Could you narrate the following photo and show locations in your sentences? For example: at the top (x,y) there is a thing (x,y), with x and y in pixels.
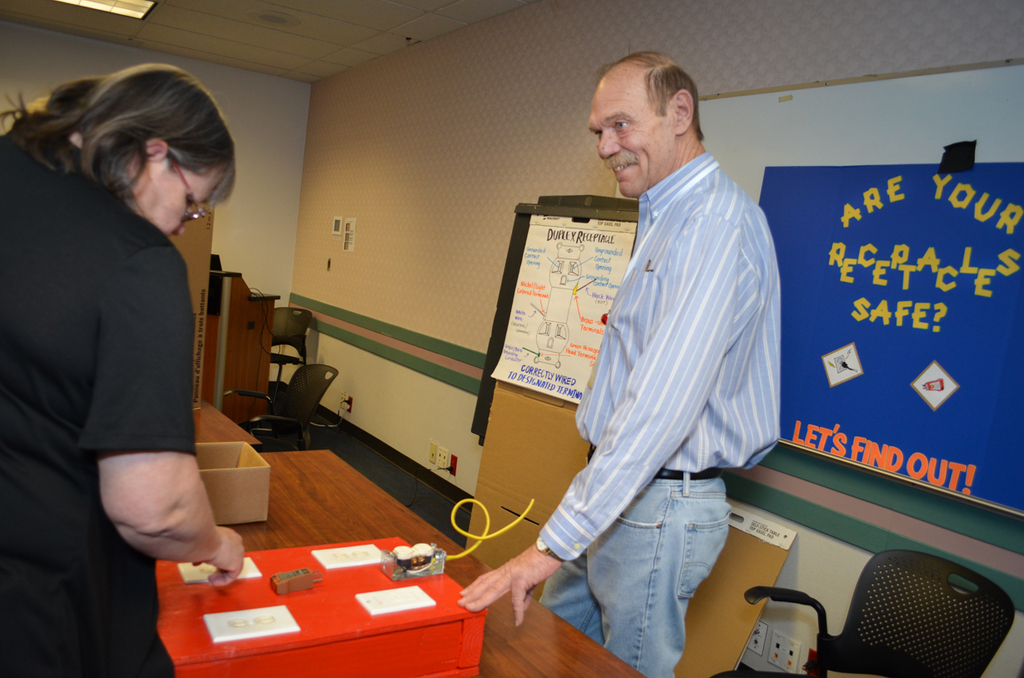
In this image we can see a man (642,368) and a woman (66,513) standing on the floor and a table (280,505) is placed in front of them. On the table (243,531) we can see an electric equipment (367,581). In the background (870,362) there are boards (795,288) with some text (880,265), chairs (315,396), podium (258,344) and a switch board (789,649).
